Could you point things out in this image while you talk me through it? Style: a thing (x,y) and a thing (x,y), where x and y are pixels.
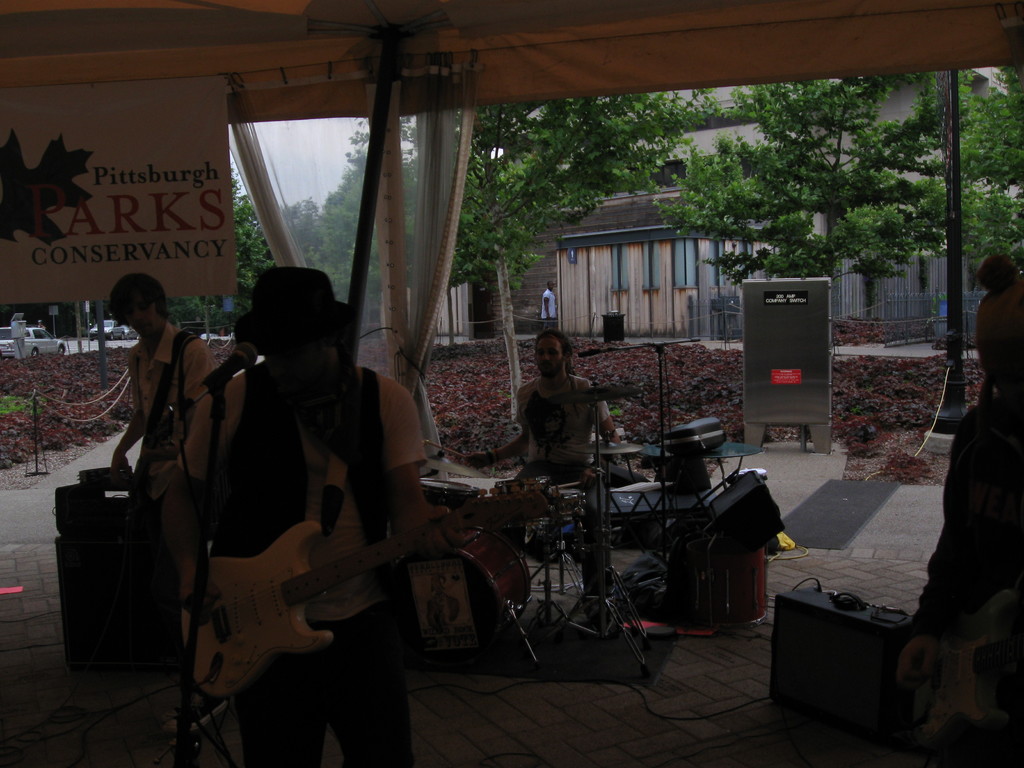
In the image we can see there are men (262,489) who are standing and holding guitar (269,575) in their hands (197,615) and at the back (565,482) there is a man (578,438) who is sitting and playing drums (745,555) and at the back (698,191) there are lot of trees (482,162).
